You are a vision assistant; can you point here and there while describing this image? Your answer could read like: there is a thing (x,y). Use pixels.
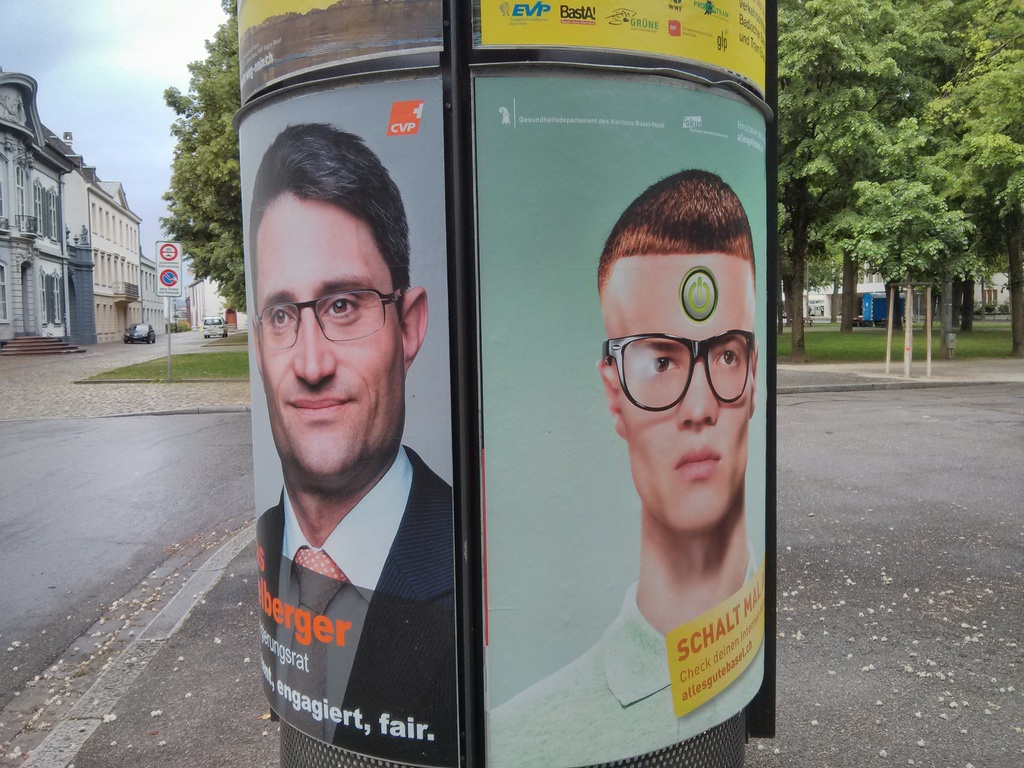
In this picture we can see hoarding (563,304) here, in the background (921,65) there are some trees (874,77), we can see buildings (114,286) on the left side (123,276), there are two cars (140,333) here, we can see a sign board (170,272) here, on the right side (834,344) there is grass (815,340), we can see the sky (139,95) at the left top of the picture (139,73).
